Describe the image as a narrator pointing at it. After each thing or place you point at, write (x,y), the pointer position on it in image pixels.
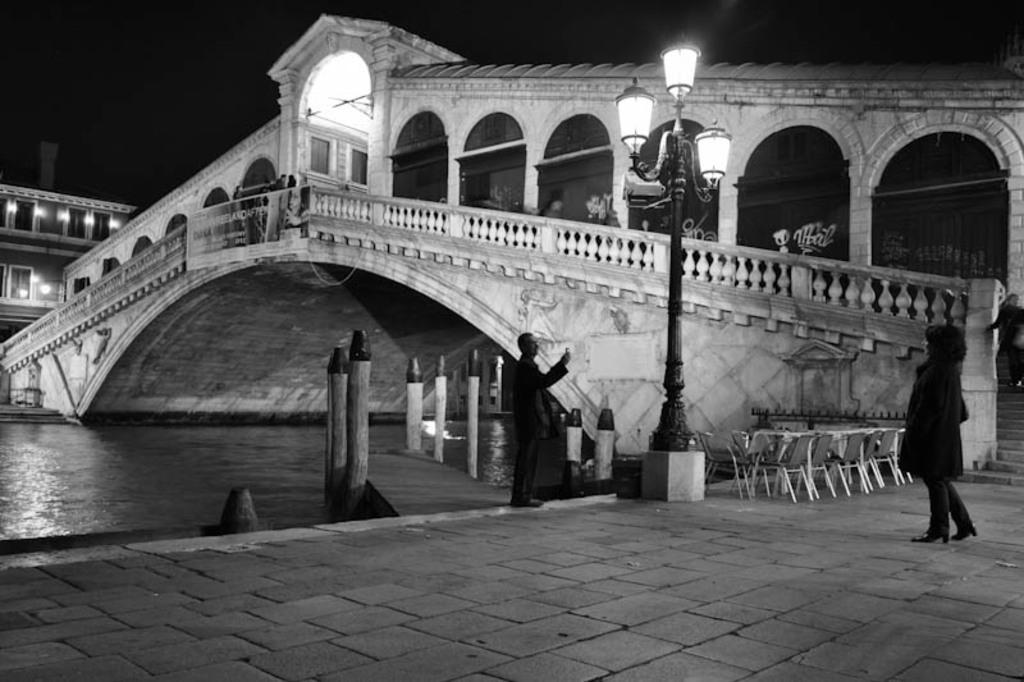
This picture is clicked outside. In the center (564,364) we can see the two persons (957,342) and we can see the lamps (685,80) attached to the pole (673,448) and we can see the chairs (791,493), water body (258,468) and some other objects (470,450). In the background (212,153) we can see the sky (146,103) and we can see the buildings (22,248), railings (713,268) and the bridge (558,253). On the right corner (1011,423) we can see the staircase (1012,410).
